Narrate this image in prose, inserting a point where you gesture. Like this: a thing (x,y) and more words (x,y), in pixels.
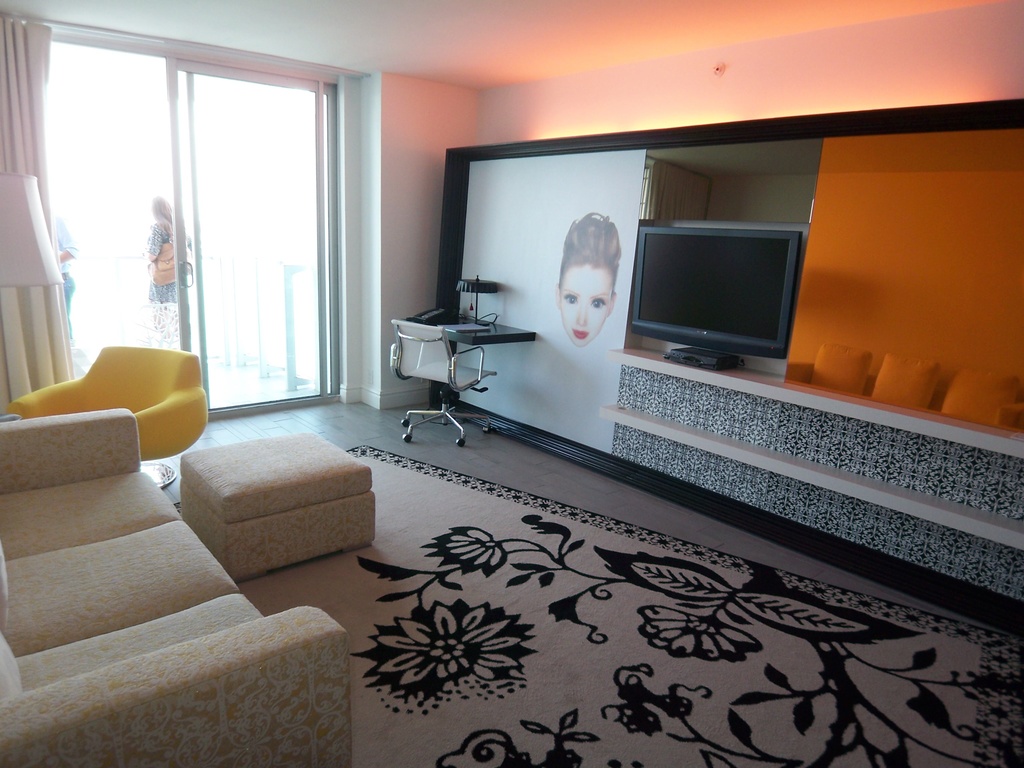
In this picture we can see a room (208,477) with sofa (41,446), chairs (148,383), table (459,323) with lamps (478,320) on it and television (693,253), window (182,148) with curtains (33,140), pillows (885,377).
